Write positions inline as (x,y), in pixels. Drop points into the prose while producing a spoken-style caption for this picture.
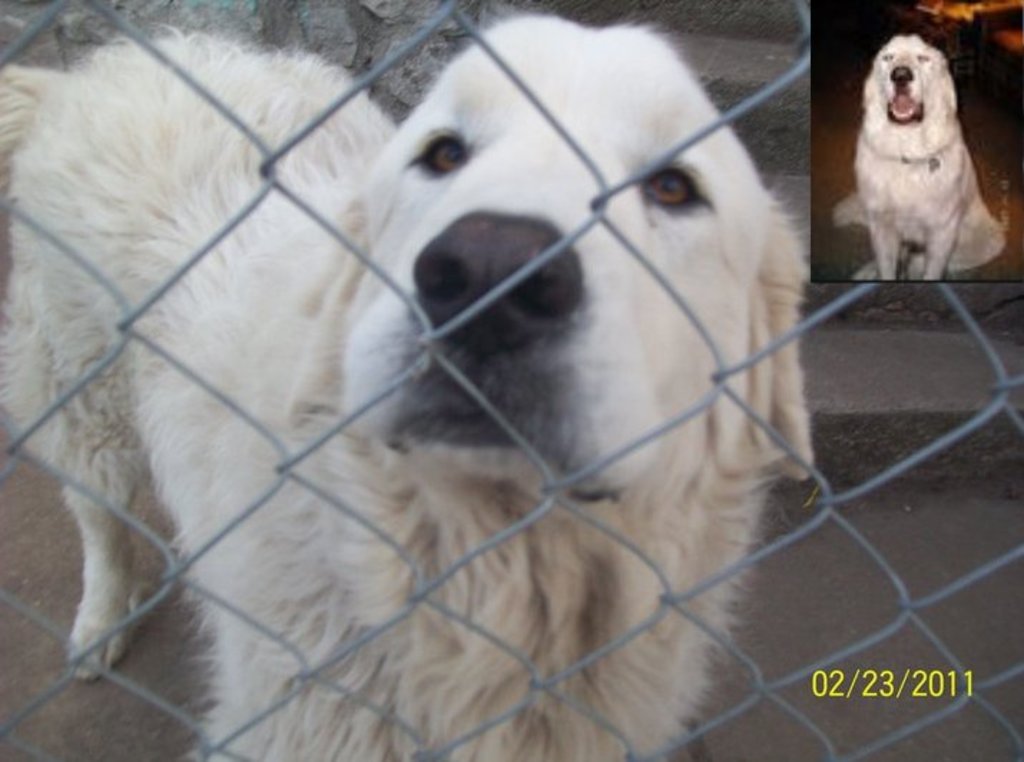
In this picture there is a white color dog (291,589) standing and looking into the camera. On the right top side (901,201) there is a another white color dog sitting and barking. On the bottom right side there is a date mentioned in the image.
